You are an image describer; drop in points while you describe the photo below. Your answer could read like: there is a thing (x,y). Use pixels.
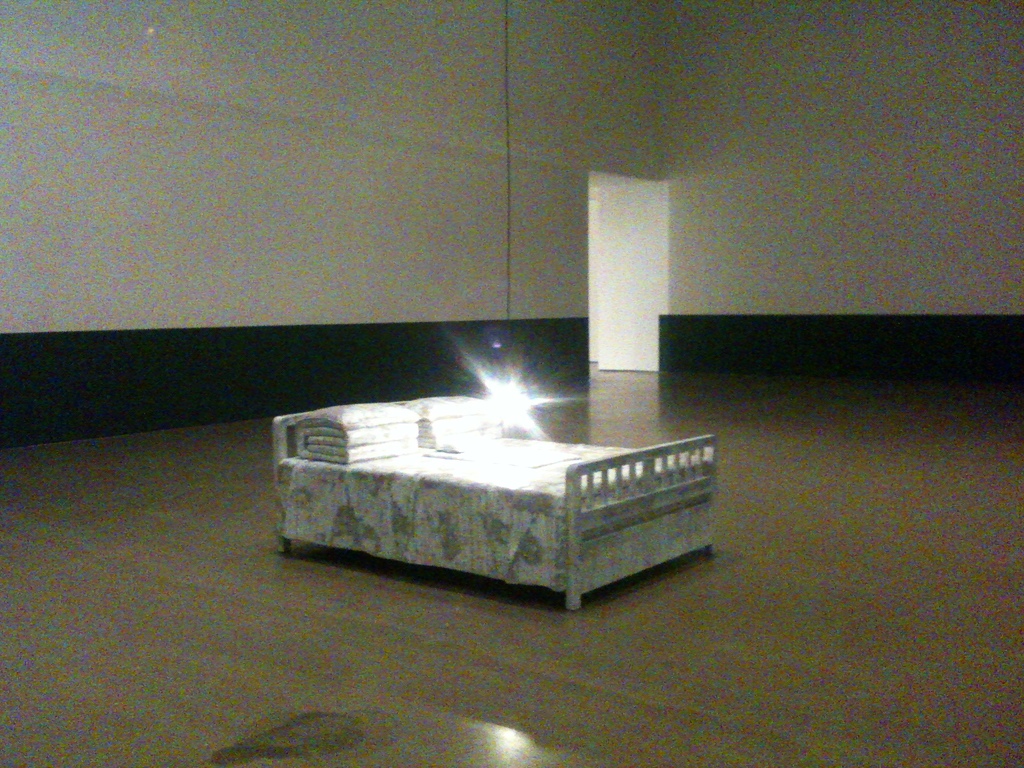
There is a white color bed (625,547) on the floor (453,616). There are pillows (489,422) arranged on the bed (499,438) near a light (512,417) arranged. In the background (633,273), there is white color door (632,300) near white wall (693,94).
